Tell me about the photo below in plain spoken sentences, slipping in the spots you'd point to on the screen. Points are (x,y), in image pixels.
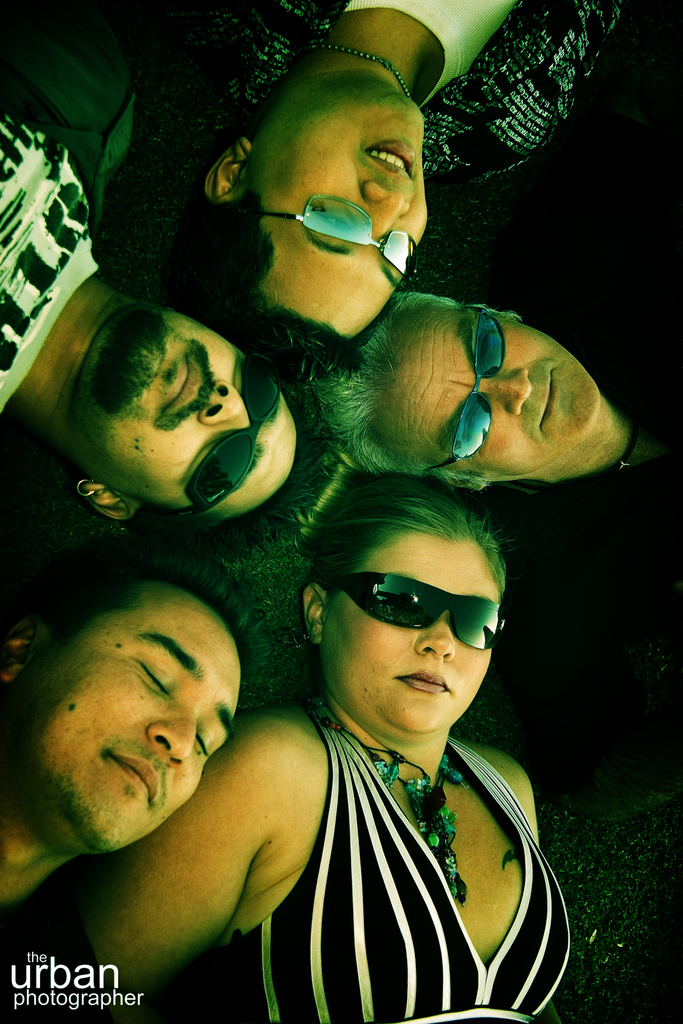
In this image we can see group of people (478,333) lying on ground (579,912). Some persons (502,580) are wearing goggles (339,208). In the bottom (51,980) we can see some text (49,993).
